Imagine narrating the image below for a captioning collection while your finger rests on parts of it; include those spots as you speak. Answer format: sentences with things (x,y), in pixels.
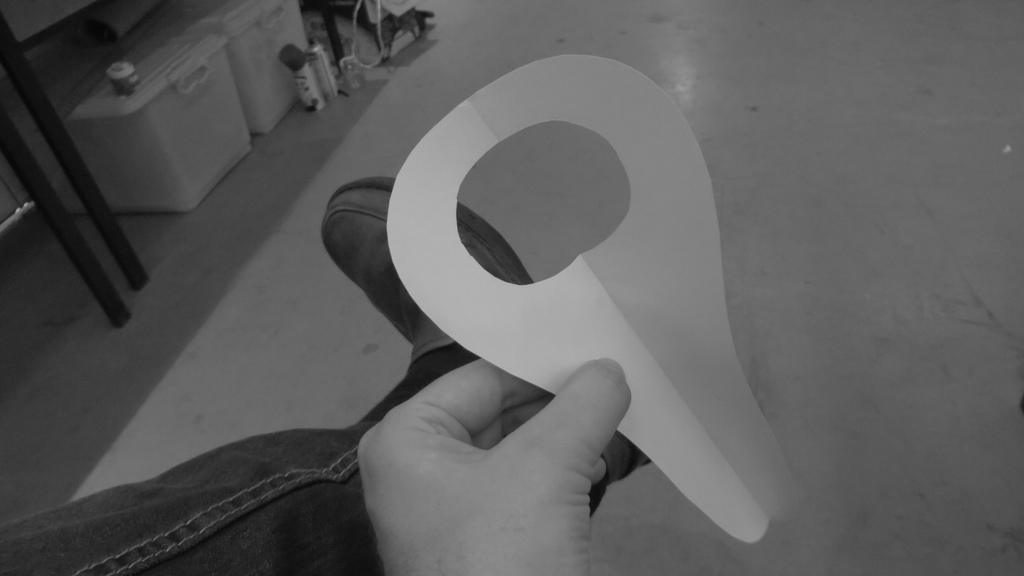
Here in this picture we can see a person (368,243) holding a piece of paper (487,280) in hand (598,377) and in the front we can see some boxes (171,77) and spray bottles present on the floor (6,340).
